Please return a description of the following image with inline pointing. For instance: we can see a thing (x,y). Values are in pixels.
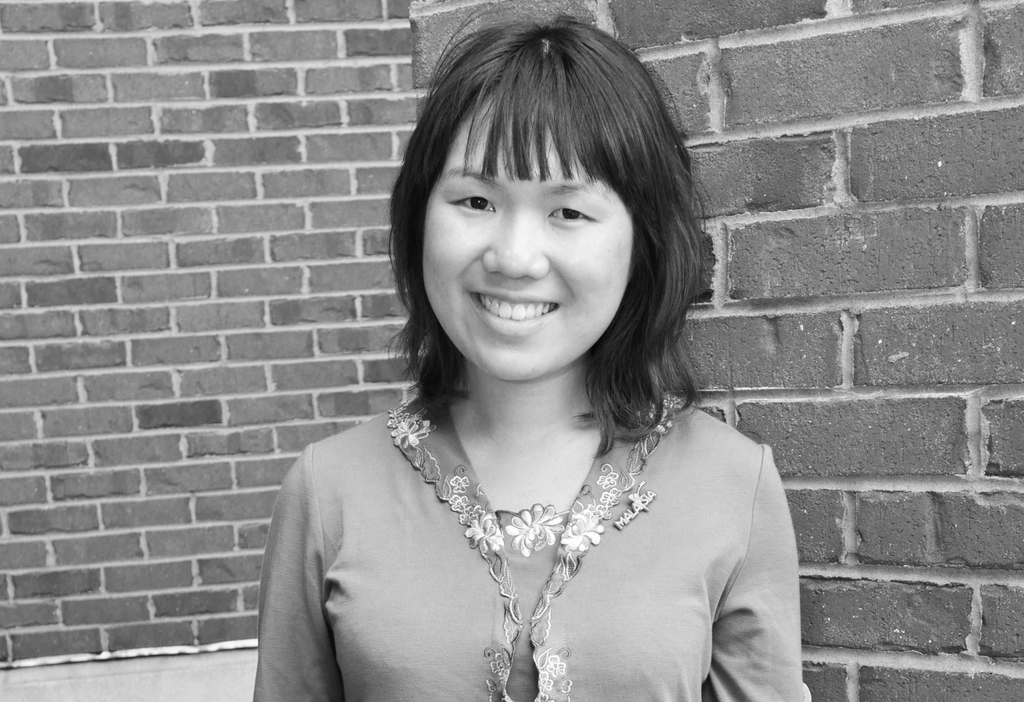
This is a black and white image. I can see a woman (509,613) smiling. In the background (444,30), there is a wall (444,30).
